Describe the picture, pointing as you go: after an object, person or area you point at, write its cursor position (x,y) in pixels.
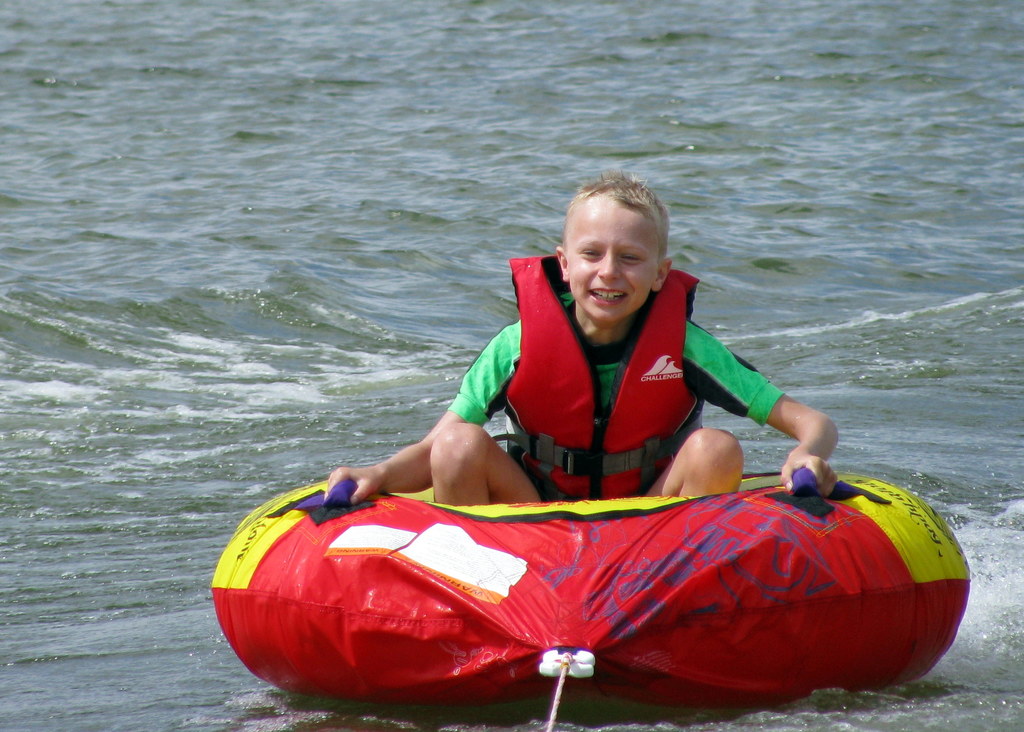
In this picture I can observe a boy (581,427) sitting on the inflatable ring (559,522). The boy (619,489) is smiling and wearing life jacket (533,367) which is in red color. In the background (445,178) there is an ocean (401,141).
